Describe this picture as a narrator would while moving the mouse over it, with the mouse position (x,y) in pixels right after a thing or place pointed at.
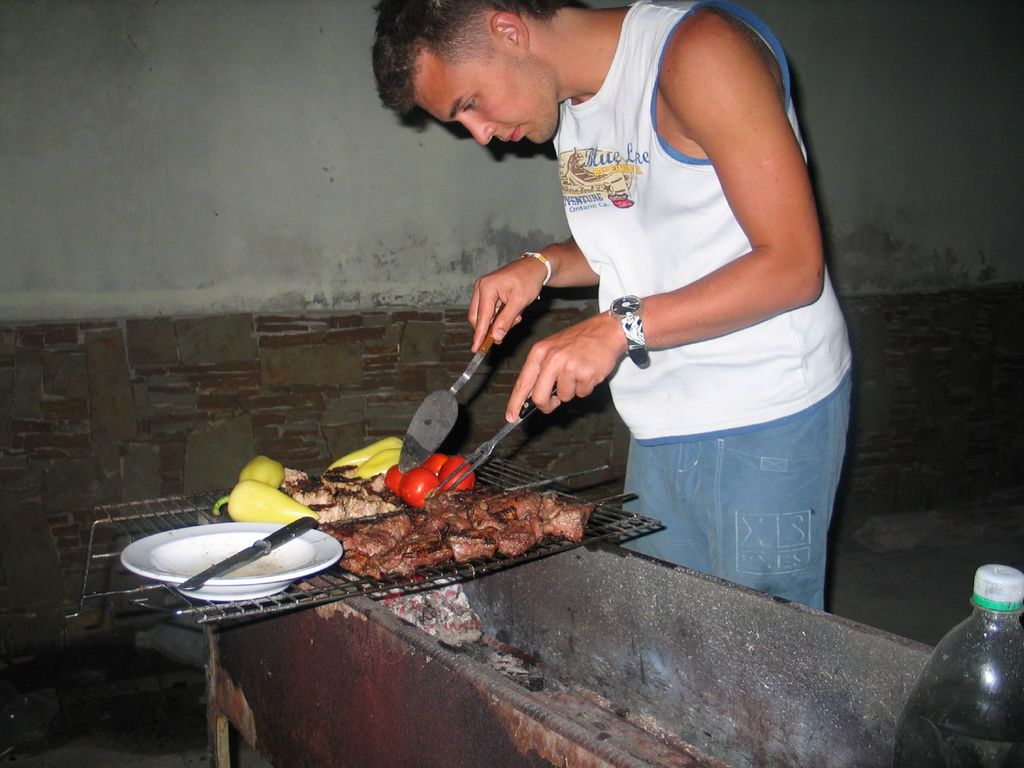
In the center (609,367) we can see one person (646,244) standing and holding spatula (467,368) and fork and he is grilling meat (440,516). In the background (424,237) there is a wall (514,448), plate (264,567), grill (343,606), knife (249,555) and bottle (957,751).
